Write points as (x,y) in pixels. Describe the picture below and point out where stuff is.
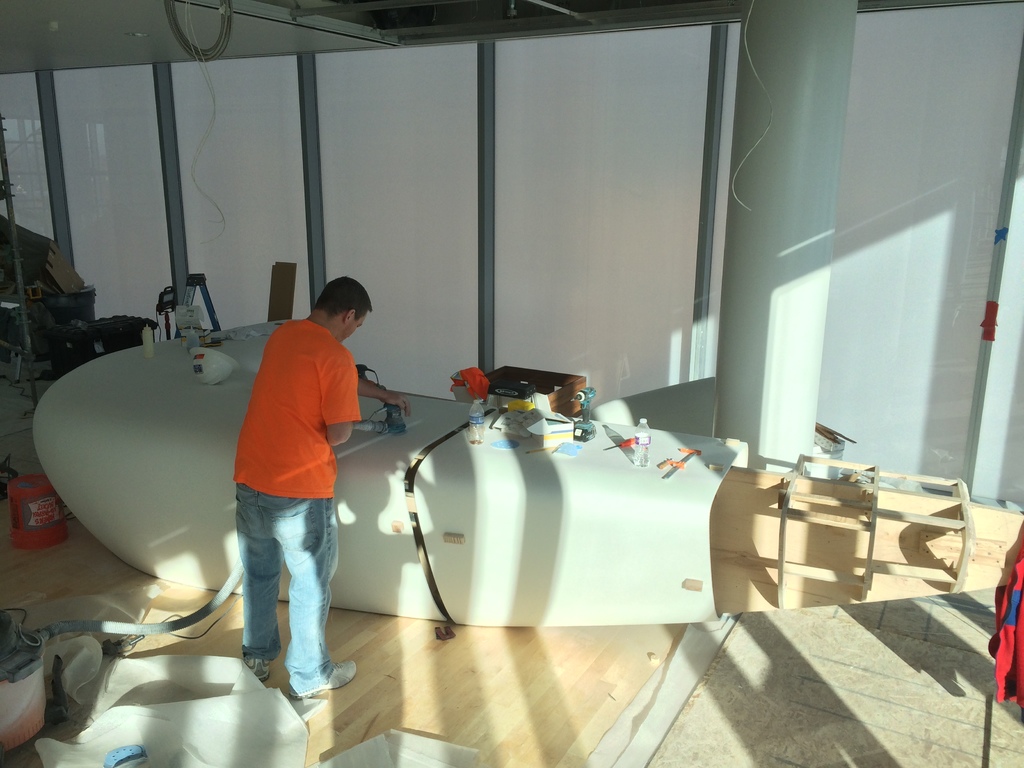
In the center of the image (343,359) there is a person (269,533) standing at the table (380,528). On the table (575,514) we can see bottle (642,445), drilling machine (592,429), papers (527,431), scissors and some objects (563,447). On the left side of the image (89,471) we can see ladder (7,176), objects (78,338) and table (148,487). In the background (362,158) there is a wall (514,161).
